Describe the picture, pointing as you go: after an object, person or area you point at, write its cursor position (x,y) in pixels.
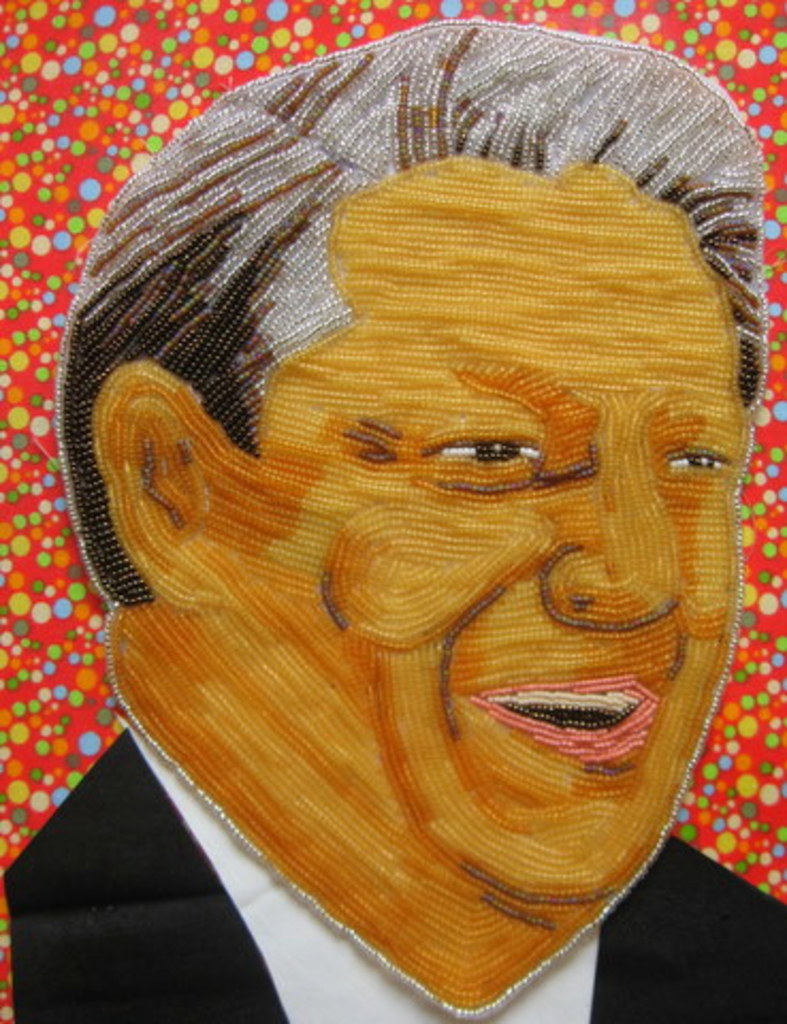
As we can see in the image there is a painting (412,369) of a man (533,551) wearing black color jacket (132,781).
